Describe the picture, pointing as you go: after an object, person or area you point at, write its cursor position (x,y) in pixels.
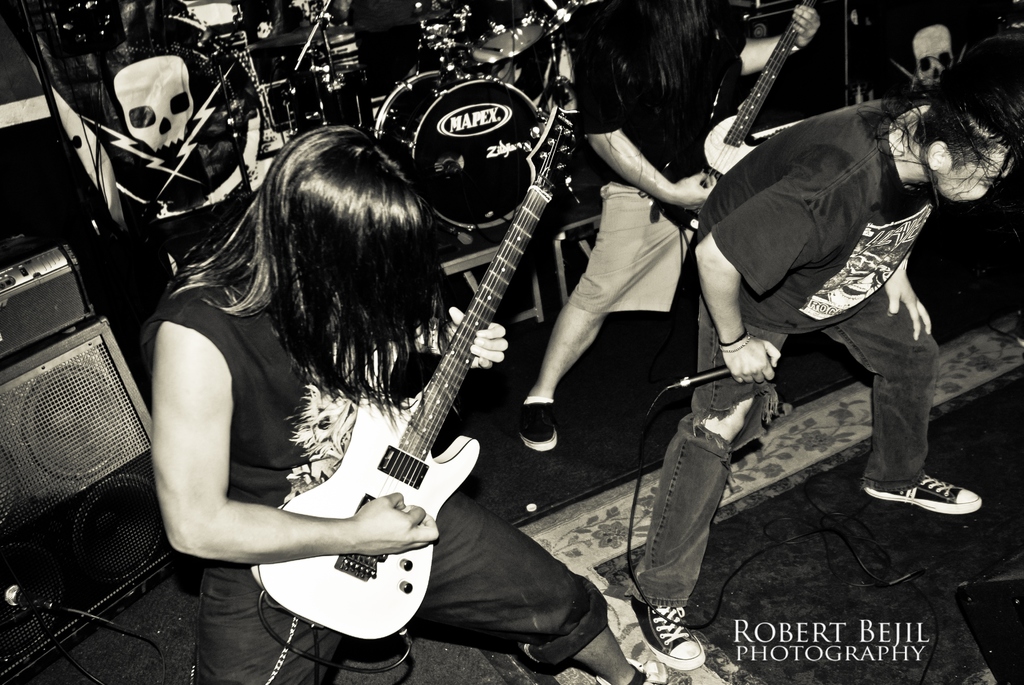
In this picture we can see three persons (327,433) where two are holding guitars (393,480) in their hand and playing and one is holding mic (688,378) in his hand (755,368) and bending and in background (315,99) we can see drums (352,89), banner (164,116), speakers (65,528), wires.
